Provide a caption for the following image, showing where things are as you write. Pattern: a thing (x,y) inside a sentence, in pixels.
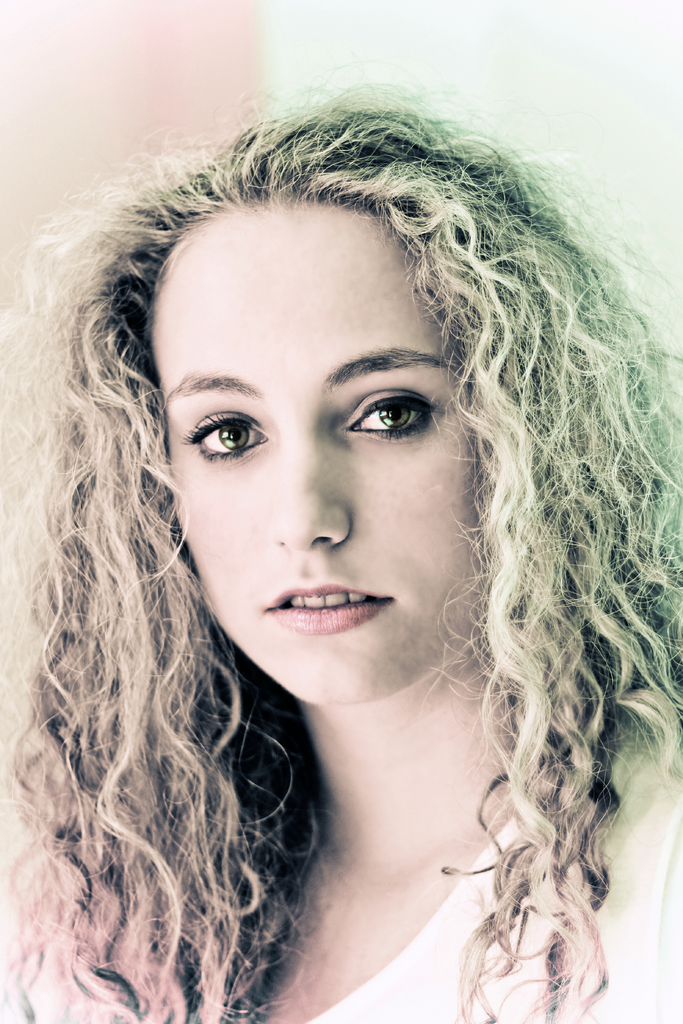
In this picture there is a girl (256,589) in the center of the image (247,521).
